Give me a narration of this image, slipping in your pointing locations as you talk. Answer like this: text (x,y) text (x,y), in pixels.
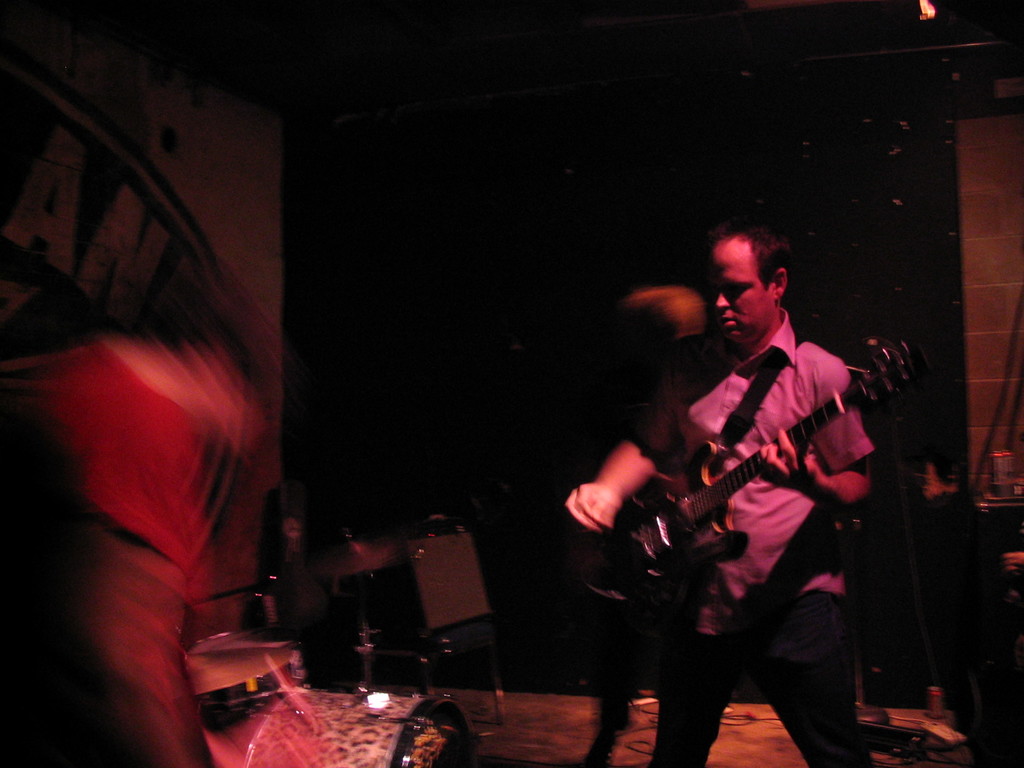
a person (695,434) is standing, holding a guitar (645,527). behind him there is a black background (460,204). he is wearing a shirt (788,538) and a pant (820,685).
